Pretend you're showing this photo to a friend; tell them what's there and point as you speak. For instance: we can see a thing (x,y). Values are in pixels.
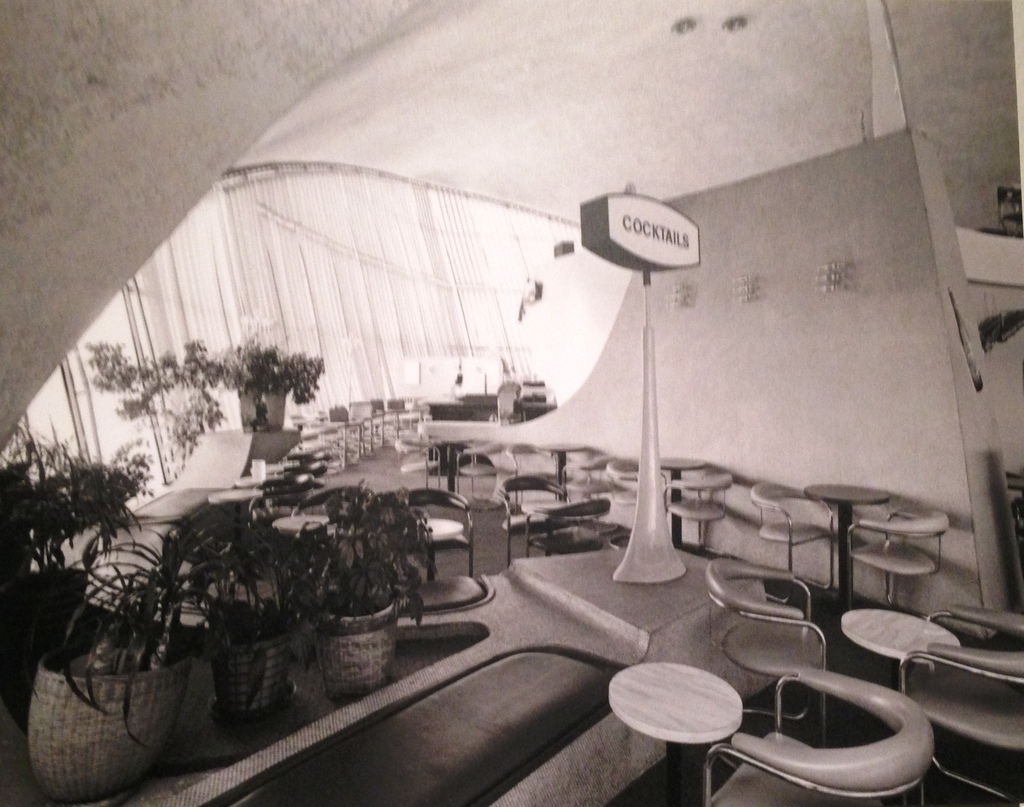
In this image, there are house plants (187,431), chairs (288,456), tables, floor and pole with a board (644,259). In the background (754,368), we can see the wall (711,397) and few objects (1018,503). At the top of the image (605,90), we can see the ceiling (684,37).
